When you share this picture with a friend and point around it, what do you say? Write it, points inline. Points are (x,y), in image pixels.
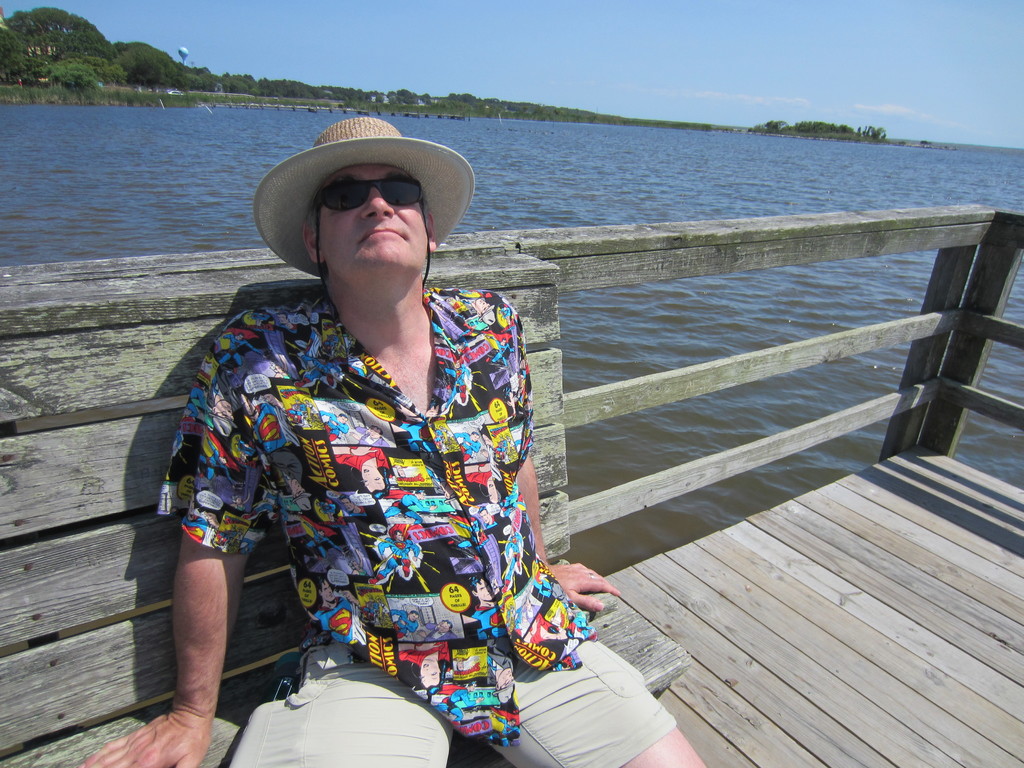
There is a man (403,249) wearing hat (323,161) and goggles (352,206) is sitting on a bench (287,629). There is a wooden floor (796,654) and railings (934,297). In the back (697,158) there is water (549,133), trees (307,86) and sky (737,54).
